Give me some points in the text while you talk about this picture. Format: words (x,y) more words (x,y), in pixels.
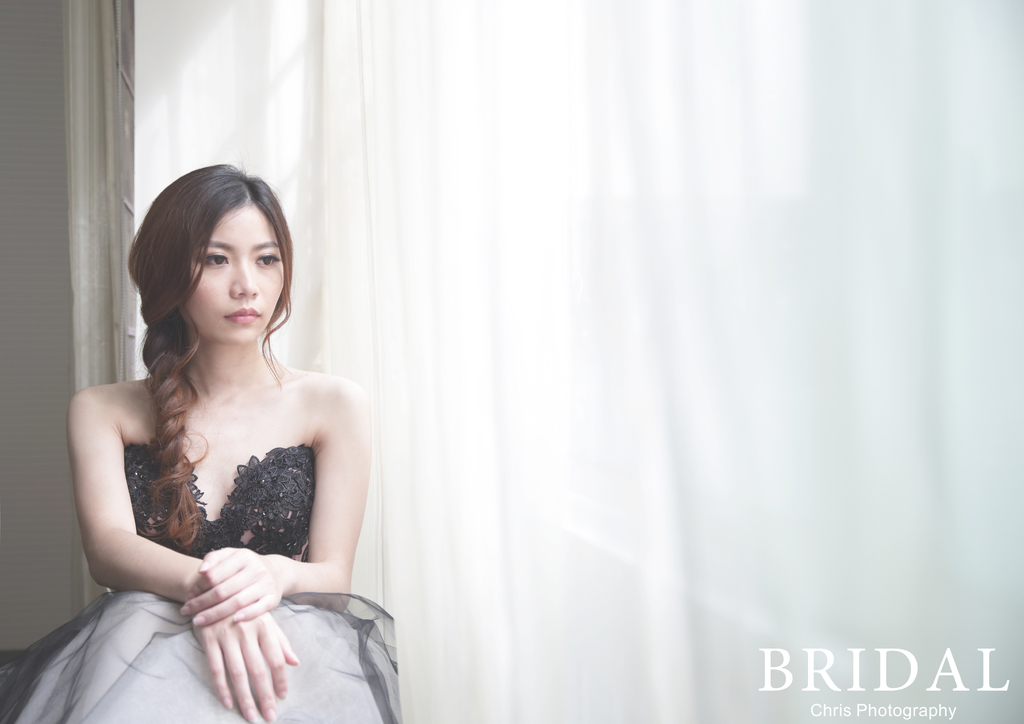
In this image there is a girl (259,327) sitting, beside the girl (294,482) there is a curtain (749,246). At the bottom right side of the image (890,682) there is some text (846,692).
